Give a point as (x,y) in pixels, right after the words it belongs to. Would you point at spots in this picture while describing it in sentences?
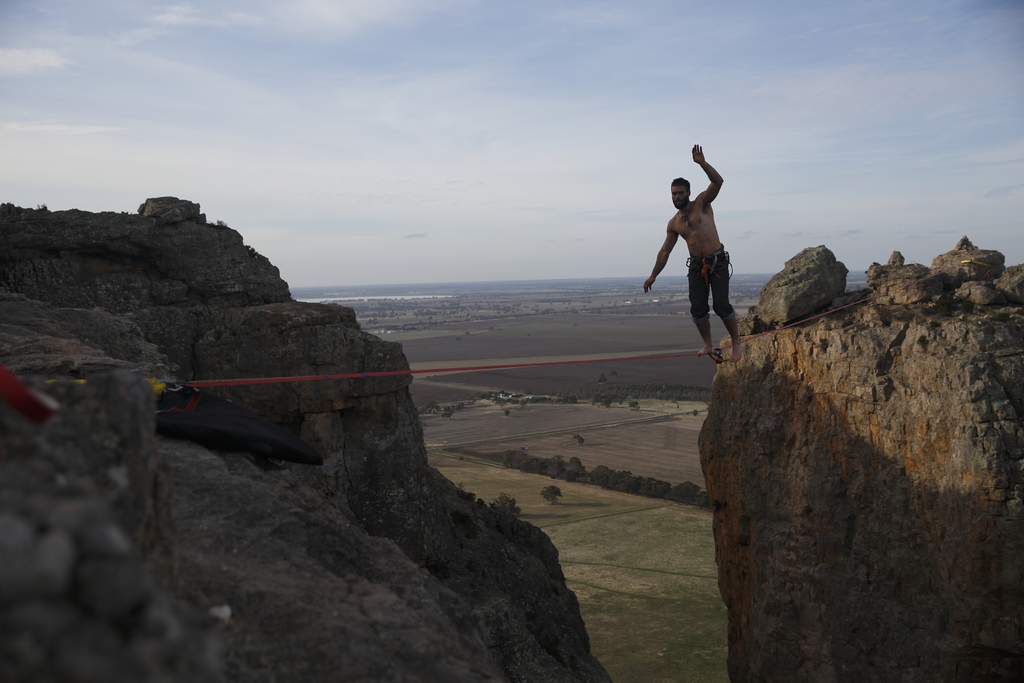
In this picture there is a man (694,211) walking on a rope (671,355) and we can see hills (439,518) and objects (166,409). In the background of the image (677,587) we can see trees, grass (683,564) and sky (517,171).
